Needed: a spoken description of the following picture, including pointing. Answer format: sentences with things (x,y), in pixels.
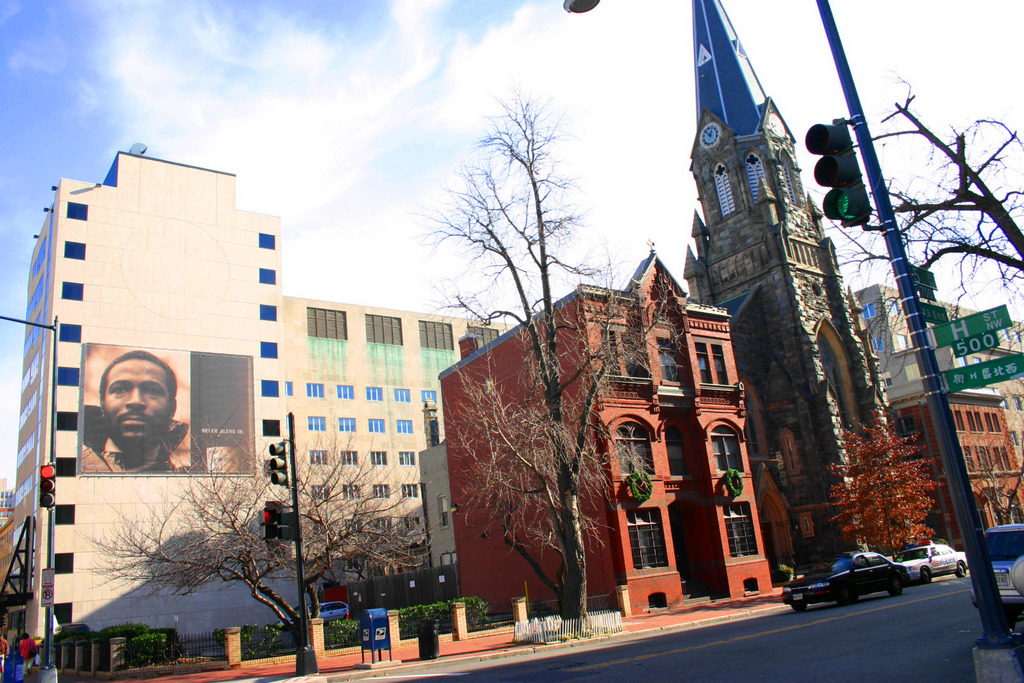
In this image I can see few building (288,387) in cream and brown color. I can also see a clock tower (748,202), in front (581,428) I can see few dried trees (483,463), traffic signals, few vehicles (822,578) on the road (931,644). Background (256,75) I can see sky (280,73) in blue and white color.
